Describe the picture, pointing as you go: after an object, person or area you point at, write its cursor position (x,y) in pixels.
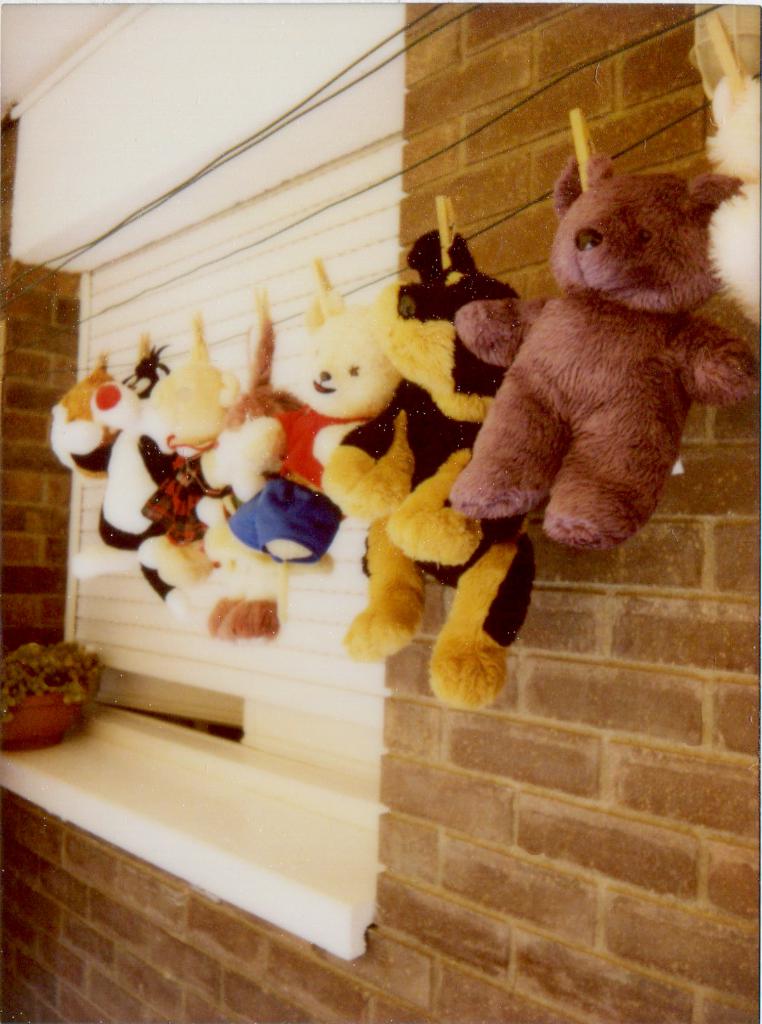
In this image I can see few toys (684,333) hanged to the wire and the toys (398,444) are in multi color and I can see the small plant (33,666) in green color and the wall (527,737) is in brown color.
